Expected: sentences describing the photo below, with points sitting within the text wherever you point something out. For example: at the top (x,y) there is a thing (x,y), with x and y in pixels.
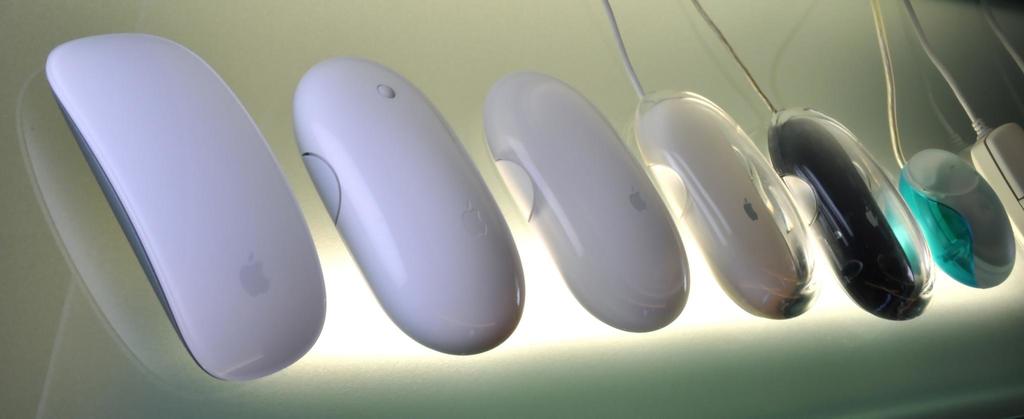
In this image I can see few mouses (309,243) which are in white, black, green and grey color. These are on the glass surface (111,259). I can see the light (733,316) and the wires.
